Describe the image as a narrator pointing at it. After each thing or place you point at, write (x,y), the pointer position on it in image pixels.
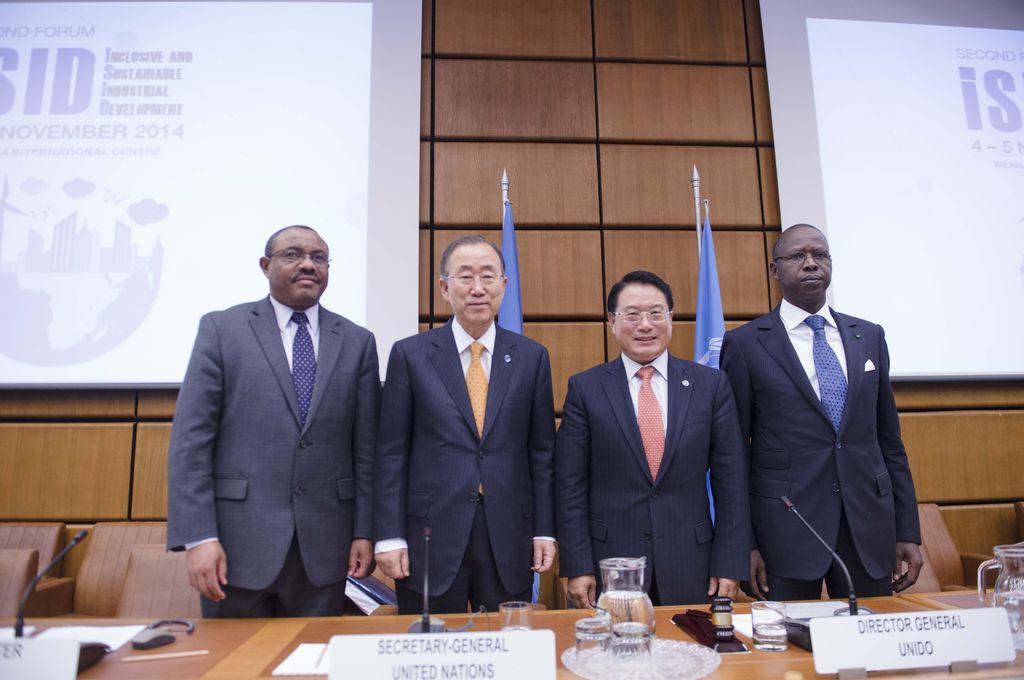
In the center of the image (496,433) we can see persons (606,467) standing at the table (212,661). At the bottom (1008,617) we can see mics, jar (642,596), glasses (583,635), boards (833,668) and mouse (158,641) on the table (227,658). In the background (251,168) there are screens (889,110), flags (704,237) and wall (555,142).
